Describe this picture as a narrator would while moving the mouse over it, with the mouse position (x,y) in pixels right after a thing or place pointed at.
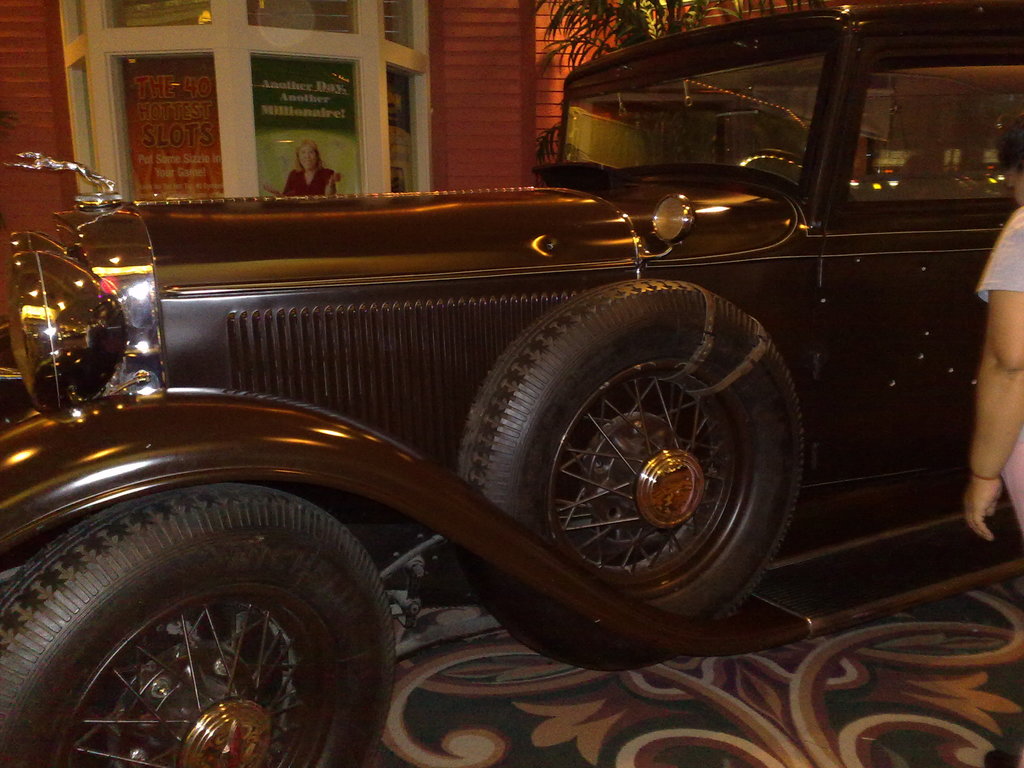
In this image there is an old vintage car (625,308), beside the car (597,367) there is a person (1019,274) standing, on the other side of the car (604,226) there is a glass window (273,89) on the wall (449,153).
